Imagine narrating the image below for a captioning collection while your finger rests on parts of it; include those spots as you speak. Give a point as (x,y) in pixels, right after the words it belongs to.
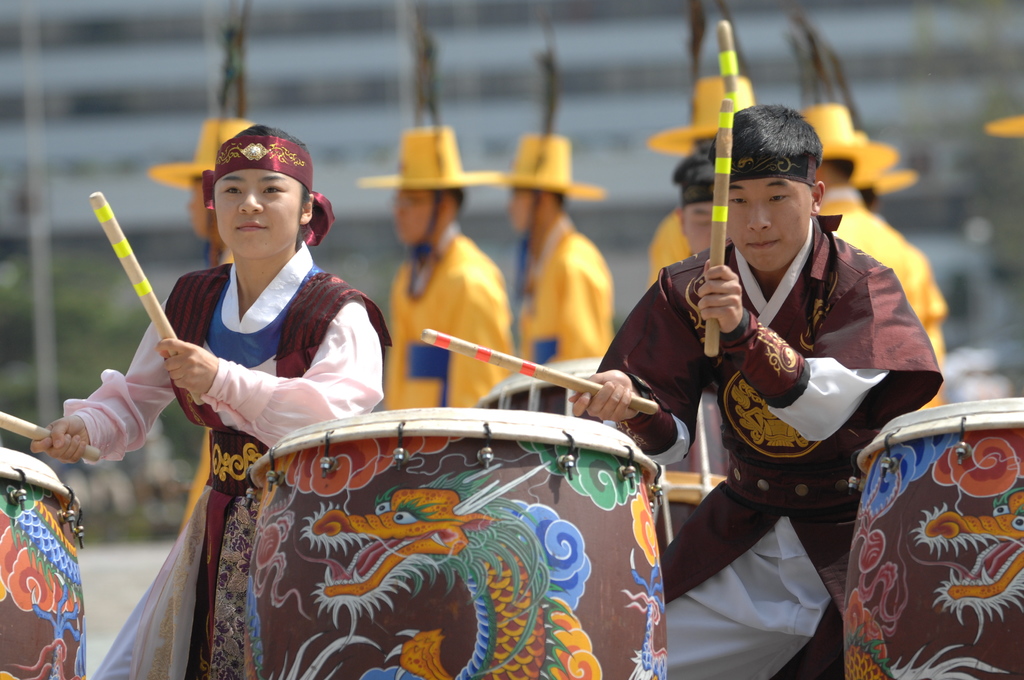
In the picture we can see some people (625,332) are holding a sticks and performing a play and we can see some people (598,316) are wearing a yellow dress (593,334) and yellow hats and we can see some drums (81,541) which are designed with paintings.
